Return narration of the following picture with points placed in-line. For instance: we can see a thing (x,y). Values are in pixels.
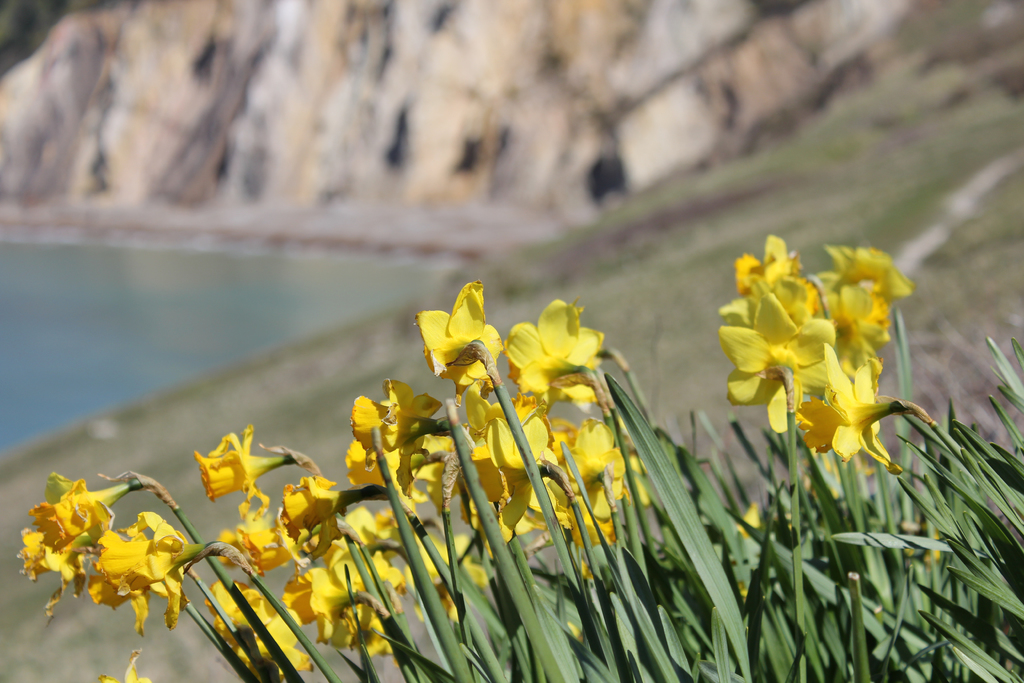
In this image I can see number of flowers (559,531) and leaves (791,540) in the front (797,593). In the background (987,278) I can see grass ground (581,277), water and I can also see this image is little bit blurry in the background (498,204).
